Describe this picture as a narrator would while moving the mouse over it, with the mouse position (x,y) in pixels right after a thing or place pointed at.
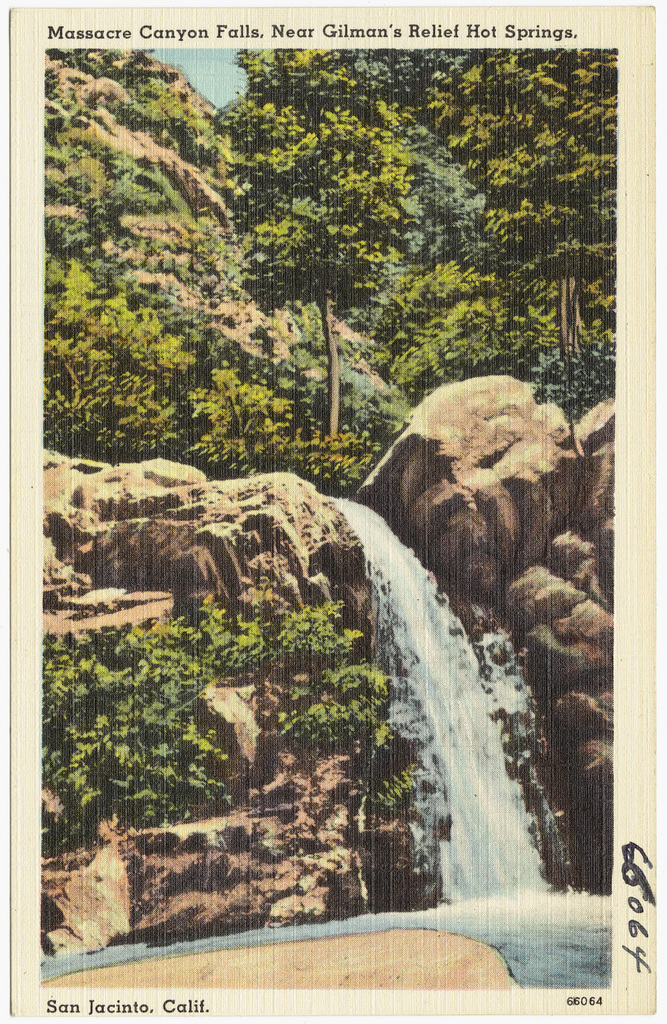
In this picture I can see the waterfall (403,604). I can see the rocks (461,471). I can see trees (363,475) in the background (239,211). I can see the sky (218,97). I can see texts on it.
